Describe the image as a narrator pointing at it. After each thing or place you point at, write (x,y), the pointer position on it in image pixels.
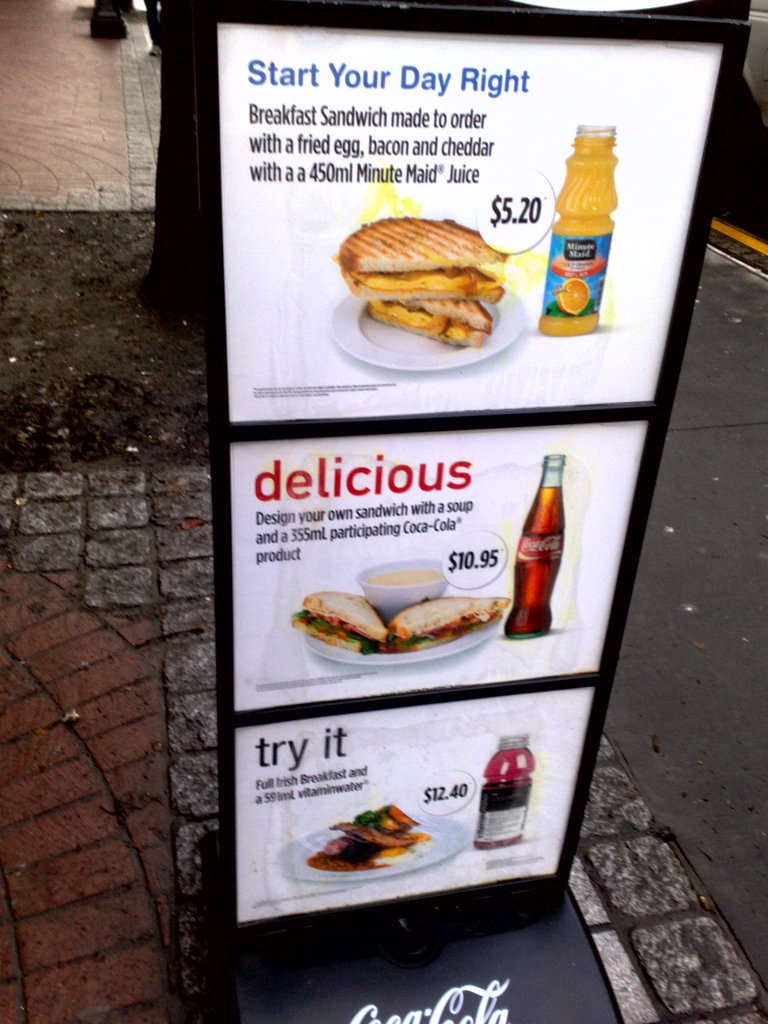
In this image we can see a board (502,841) with group of picture (517,566), food items (398,815) and some text (443,791) on it placed on the ground (48,940). In the background (177,145) we can see some trees (173,133) and a vehicle (752,70).
